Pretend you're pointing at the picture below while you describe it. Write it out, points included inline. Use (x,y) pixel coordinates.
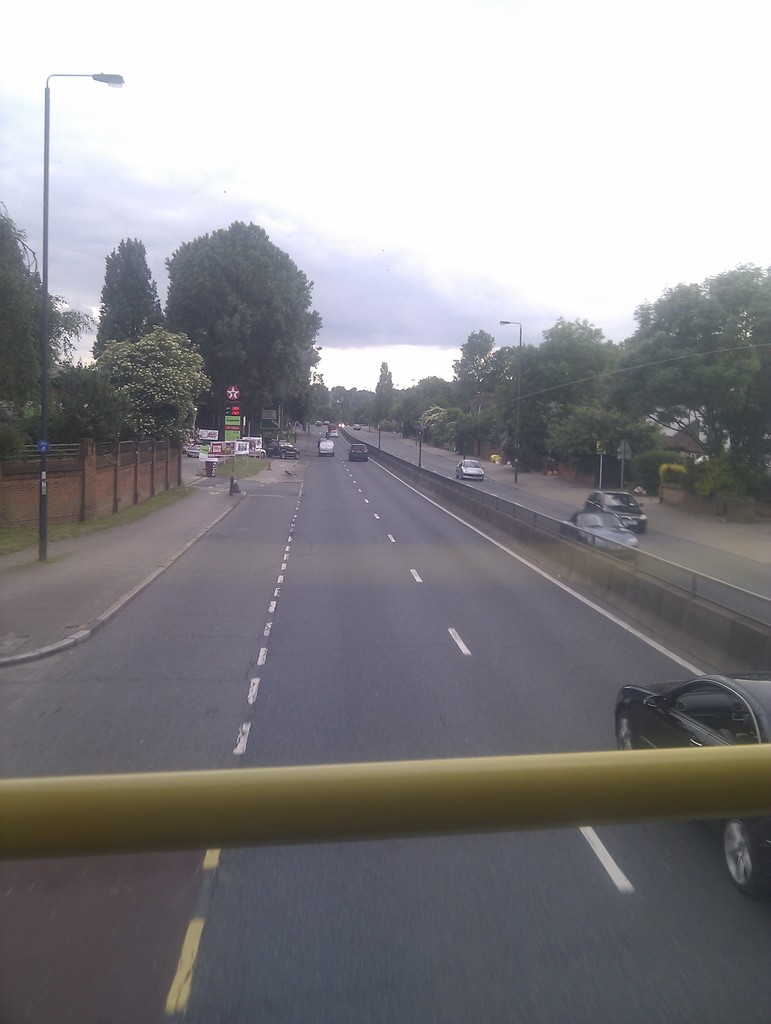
In this picture there are cars (329,426) on the road (401,478) and there are trees (246,407), poles (521,340), and posters (220,456) in the background area of the image (179,421) and there is a rod (588,796) at the bottom side of the image (325,791) and there is sky (643,31) at the top side of the image (243,20).
